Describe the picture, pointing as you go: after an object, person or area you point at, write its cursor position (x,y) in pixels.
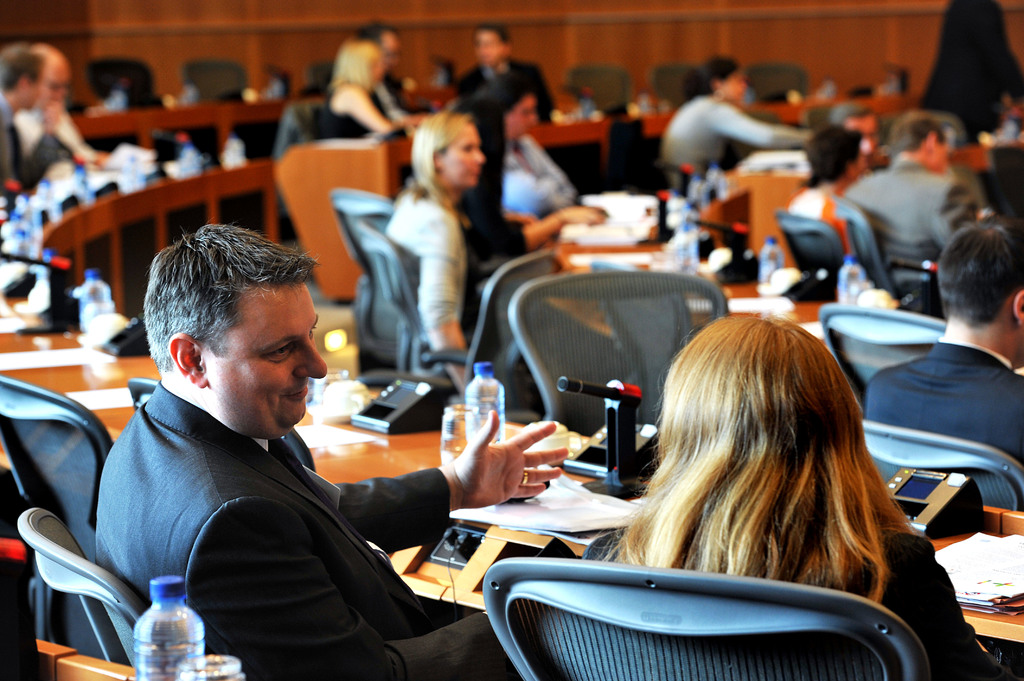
Here we can see a two persons (918,603) sitting on a chair (881,676) and having a conversation. Here we can see a group of people (545,235) who are sitting on a chair (352,218).
